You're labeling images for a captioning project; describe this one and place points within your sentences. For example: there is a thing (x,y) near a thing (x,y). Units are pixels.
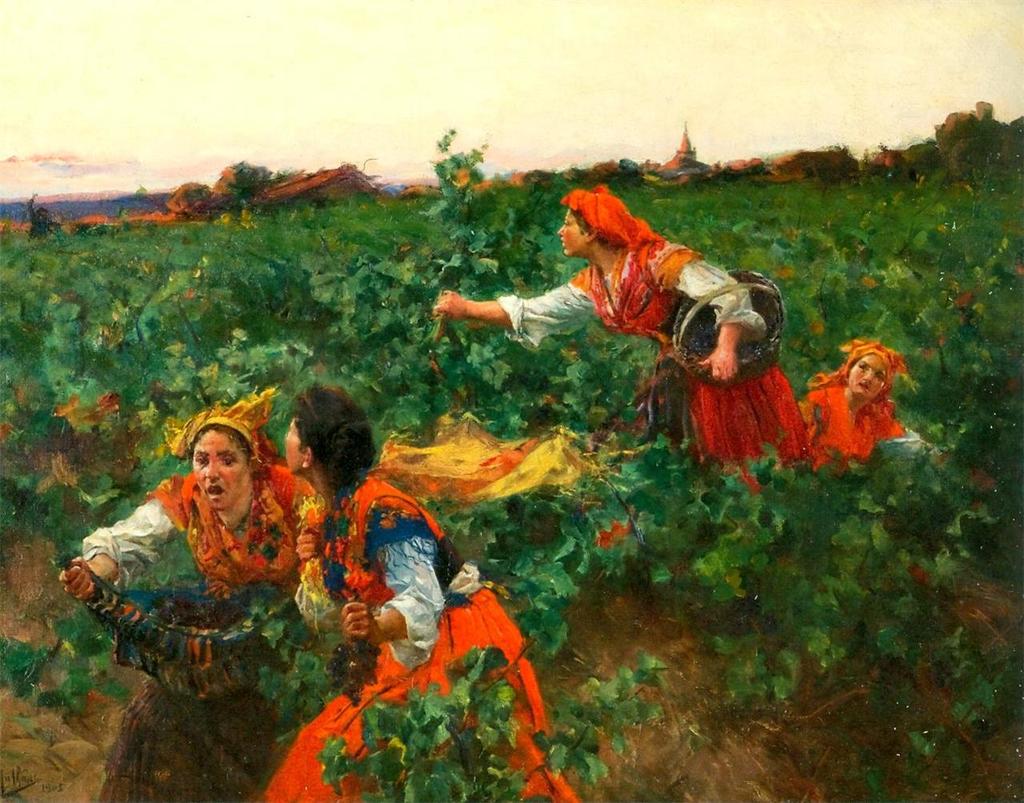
This picture looks like painting. At the bottom (266,540) there are two women (250,534) who are standing near to the plants (463,682). on the right (882,372) there is a woman (862,372) who is in squat position. Beside her we can see another woman (673,370) who is holding a wooden basket (756,343). In the background (794,157) we can see stones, mountain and building (686,133). At the top (296,66) we can see sky (193,85) and clouds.
